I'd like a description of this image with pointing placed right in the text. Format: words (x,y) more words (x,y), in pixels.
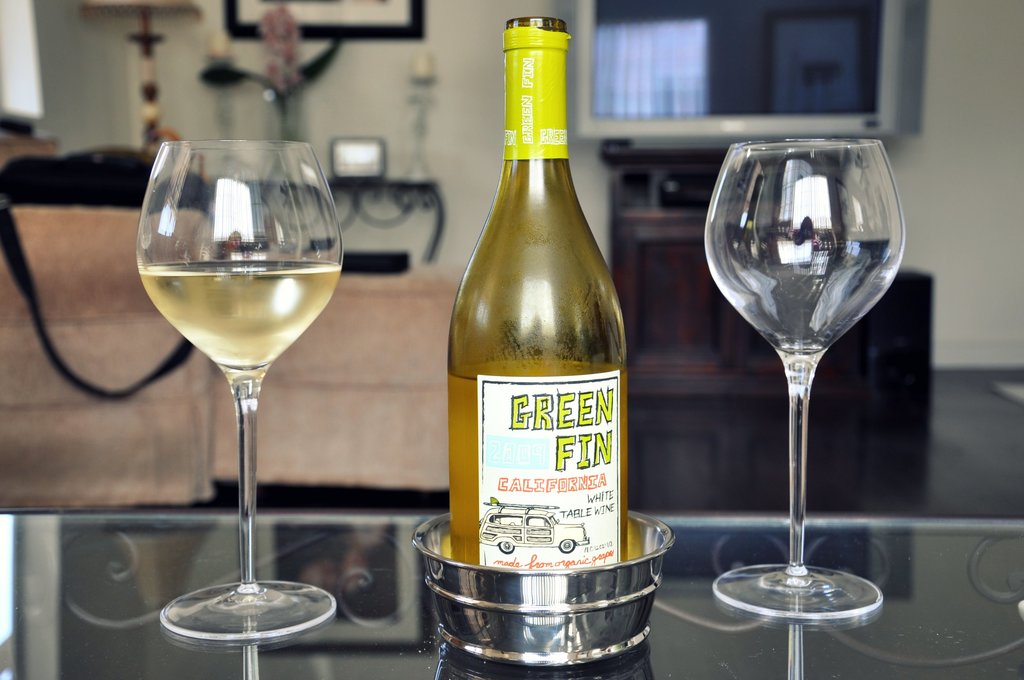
This image is clicked inside a room (612,611). There is a table (357,569) in the bottom (168,581) that is a glass one (206,573). There is a bottle (597,400) in the middle of the image (566,255). and 2 glasses (281,313) are placed. One is filled with some drink (311,321). On the left side (119,176) there is a bag (126,169) on the sofa (51,276). And on the top right corner (711,94) there is a TV (723,90).
